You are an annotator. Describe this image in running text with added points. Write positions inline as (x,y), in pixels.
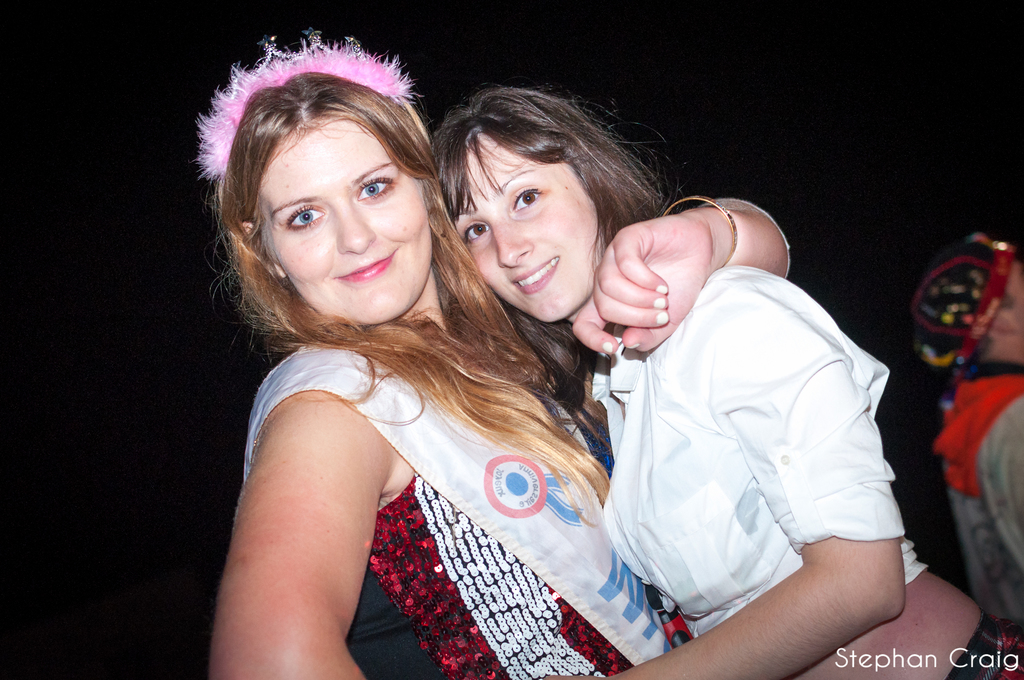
In this image, we can see people (264,99) and one of them is wearing a band (230,98) on the head (404,224) and wearing a sash (452,446). At the bottom (974,657), there is some text (954,656) and the background (636,70) is dark.
